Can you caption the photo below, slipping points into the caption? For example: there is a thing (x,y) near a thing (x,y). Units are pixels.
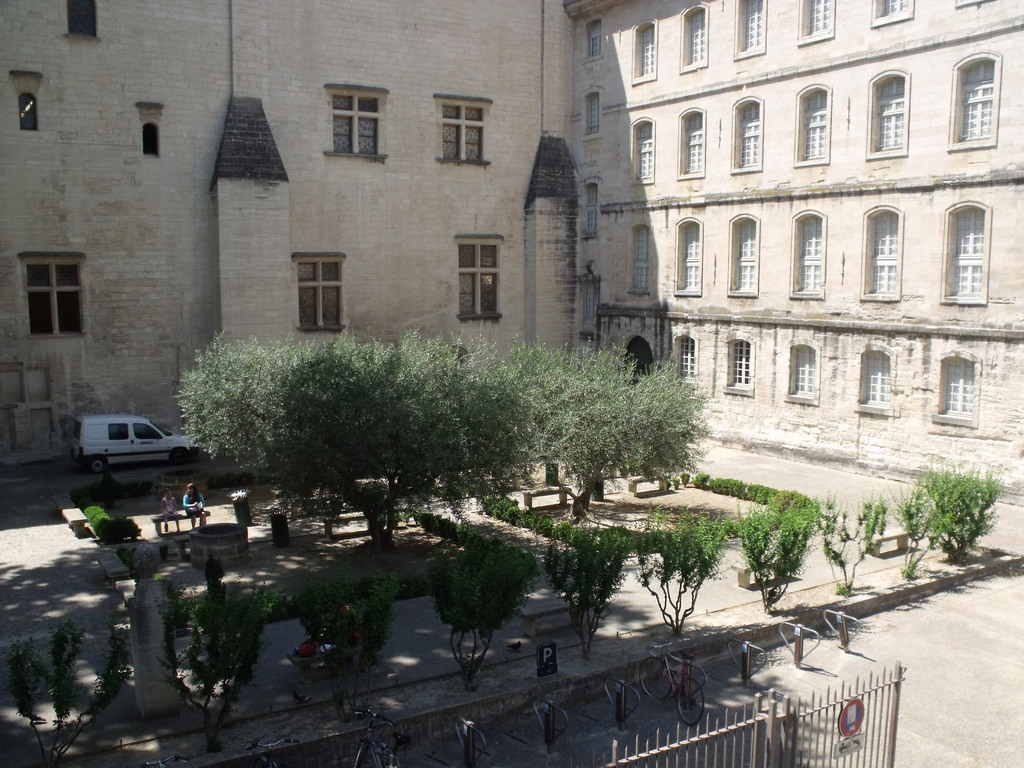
In this image we can see a building (484,288). On the building (501,164) we can see the windows (811,260). In front of the building (432,174) we can see a vehicle (93,449), trees (577,504), plants (533,511) and benches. There are two persons (168,491) sitting on benches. At the bottom (613,753) we can see a fencing (700,737), bicycles (386,745) and barriers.
